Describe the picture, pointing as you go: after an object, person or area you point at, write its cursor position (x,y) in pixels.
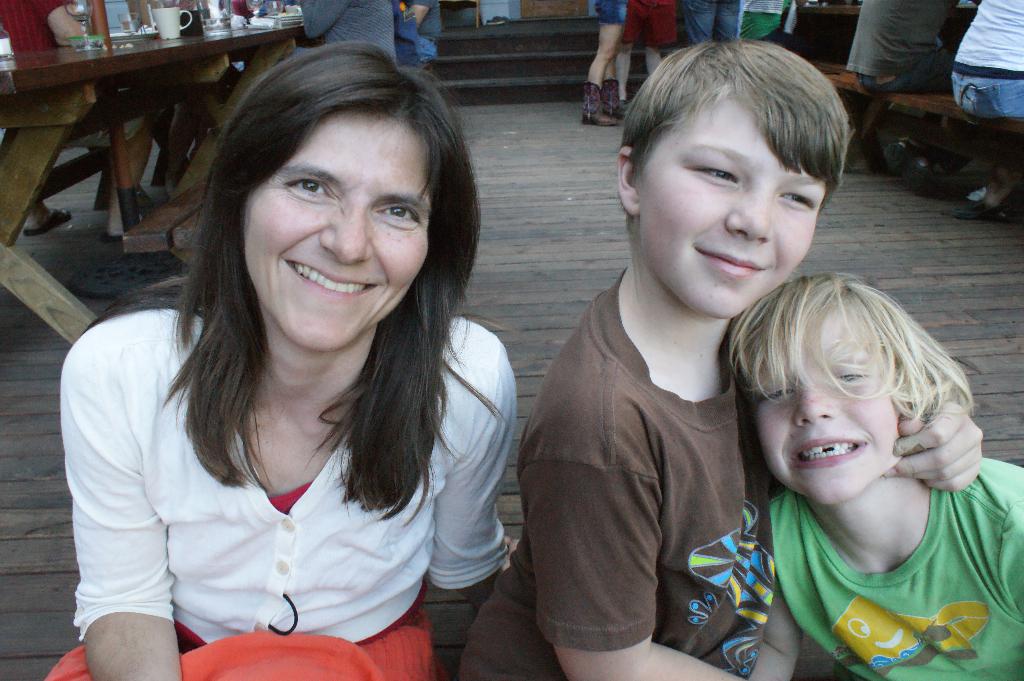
In this image, we can see people (434,489) wearing clothes (703,36). There is a table (118,61) in the top left of the image (84,61) contains cup (176,28) and glass (92,48). There is a bench (940,110) in the top right of the image (967,116). There are steps (519,75) at the top of the image (560,55).
